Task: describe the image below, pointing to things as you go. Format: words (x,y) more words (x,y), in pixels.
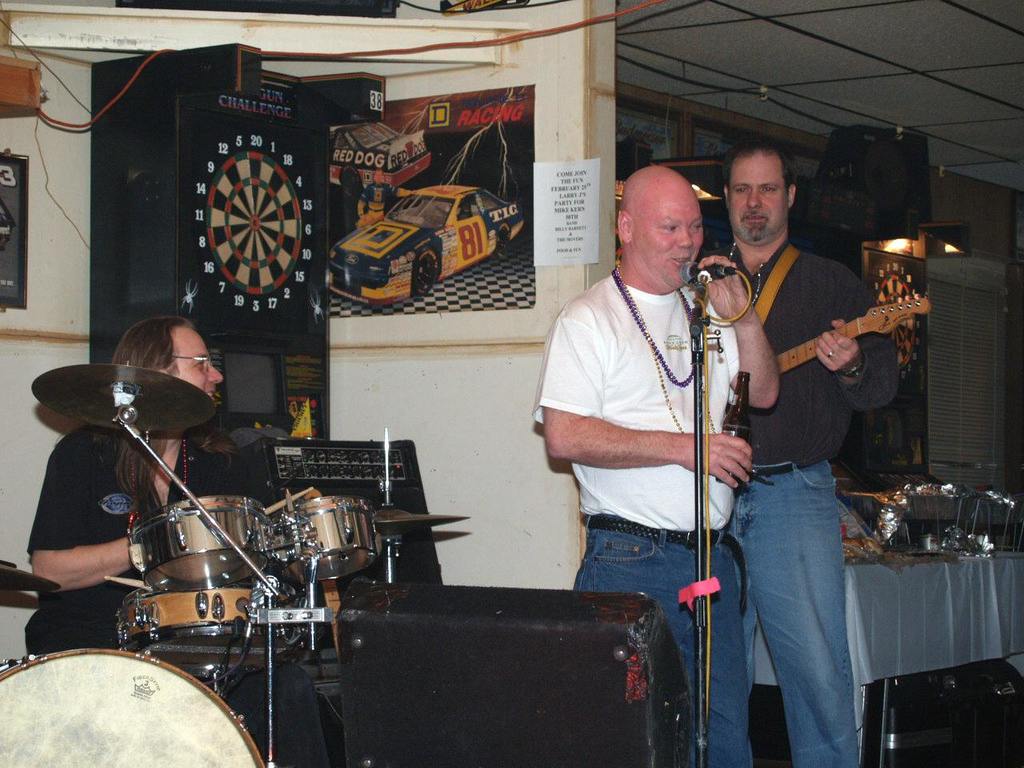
In the center (657,414) we can see three persons (591,390) were sitting and standing. And we can see some musical instruments (231,552) here. In front of them we can see microphone (698,286). And one of the person (816,328) holding guitar (793,351). Coming to the background (593,134) we can see the wall (563,126) and table (906,579) and some more objects (287,225) around them.
